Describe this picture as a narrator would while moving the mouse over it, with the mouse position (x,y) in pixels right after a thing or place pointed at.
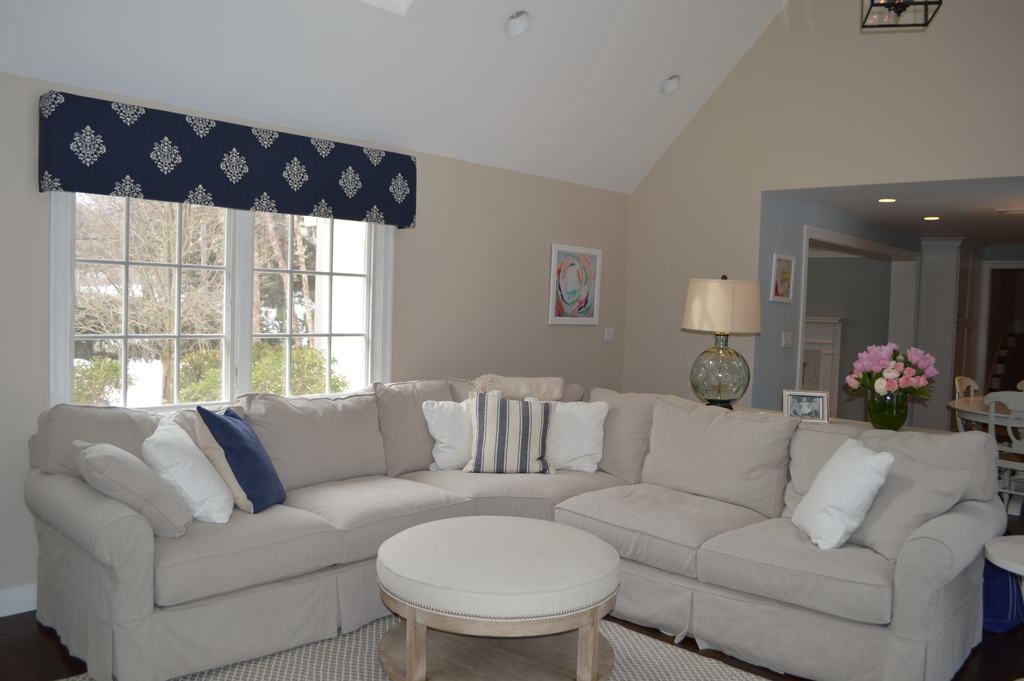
In this picture there is a couch (941,595) with some pillows (816,490) and there is a table (969,404) and chairs (971,380) here, there is a flower bouquet (876,368), photo frame (787,395), a lamp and there's a window (239,298) on to the left (221,277) the ceiling lights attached here.
